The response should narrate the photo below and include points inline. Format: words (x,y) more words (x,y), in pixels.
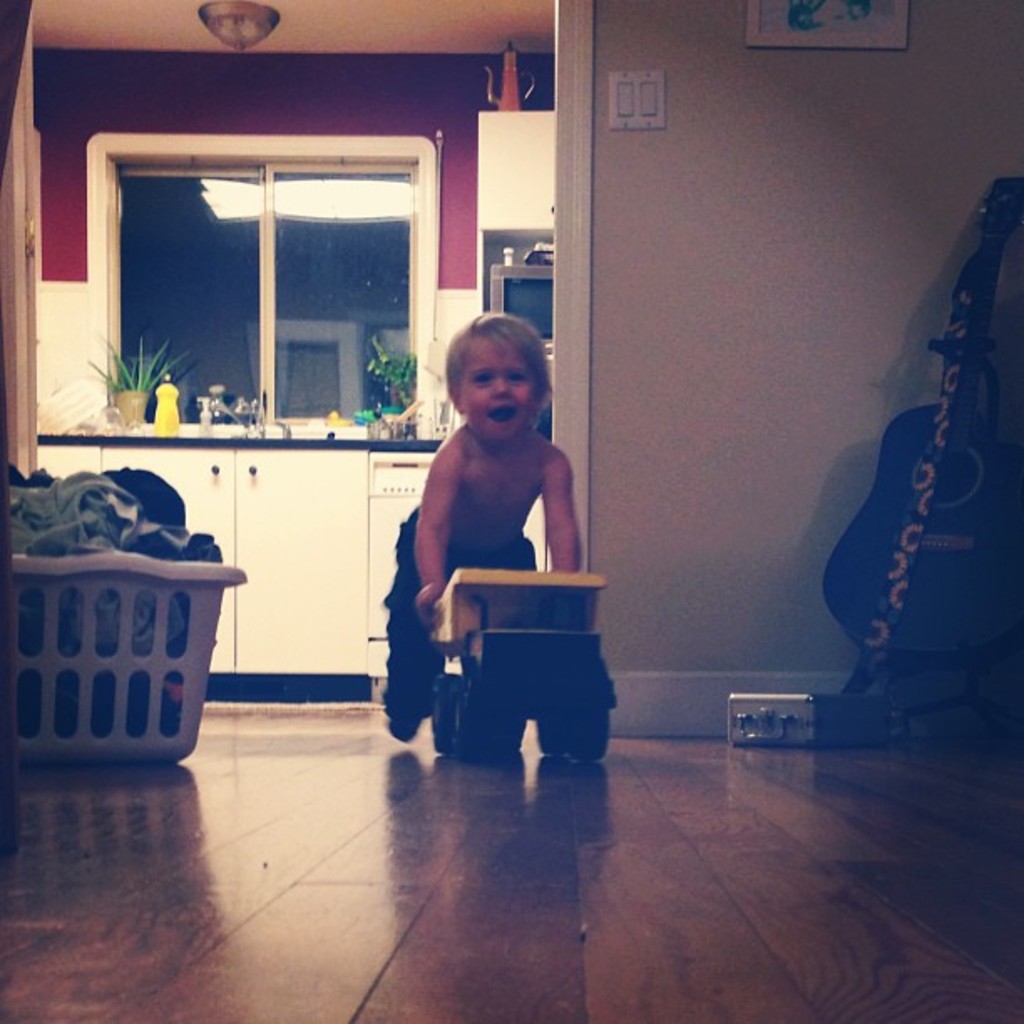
In this image, we can see a kid (439,507) playing with a toy (454,634), on the left side (110,669), we can see a basket (85,726) on the floor (297,911). On the right side (877,621), we can see a guitar (883,580) and we can see the wall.
